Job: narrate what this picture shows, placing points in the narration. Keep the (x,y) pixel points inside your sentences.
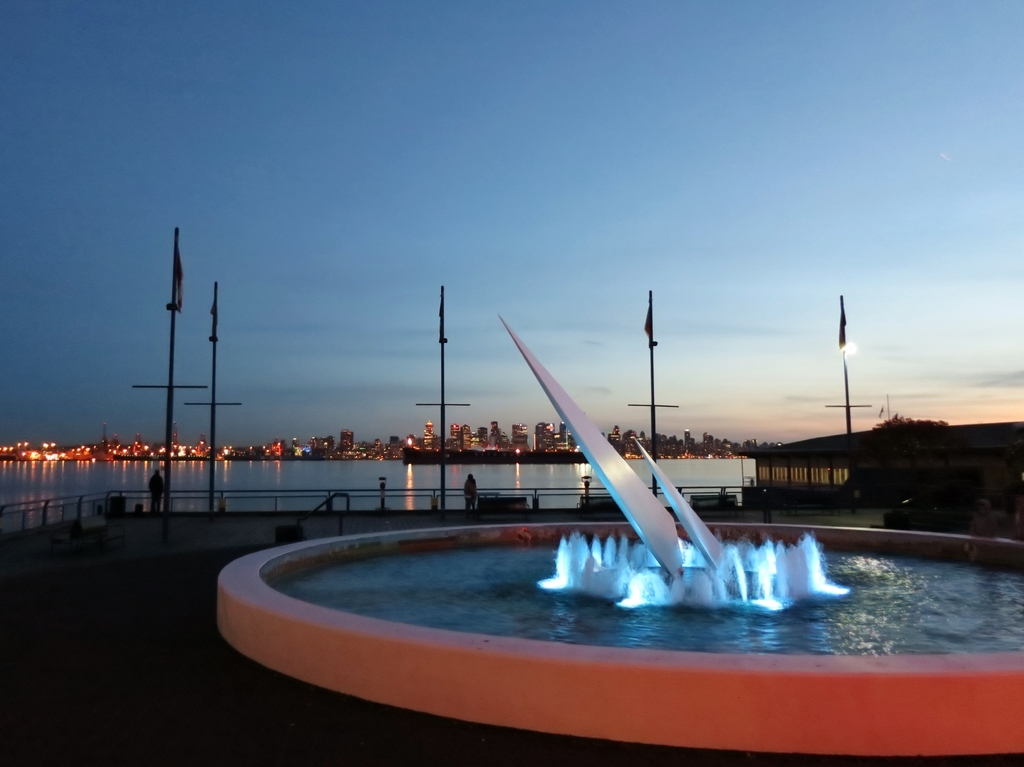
In this image I can see the water (591,611). In the background (376,458), I can see the buildings (204,449) with lights (361,443) and clouds (723,327) in the sky (564,272).
